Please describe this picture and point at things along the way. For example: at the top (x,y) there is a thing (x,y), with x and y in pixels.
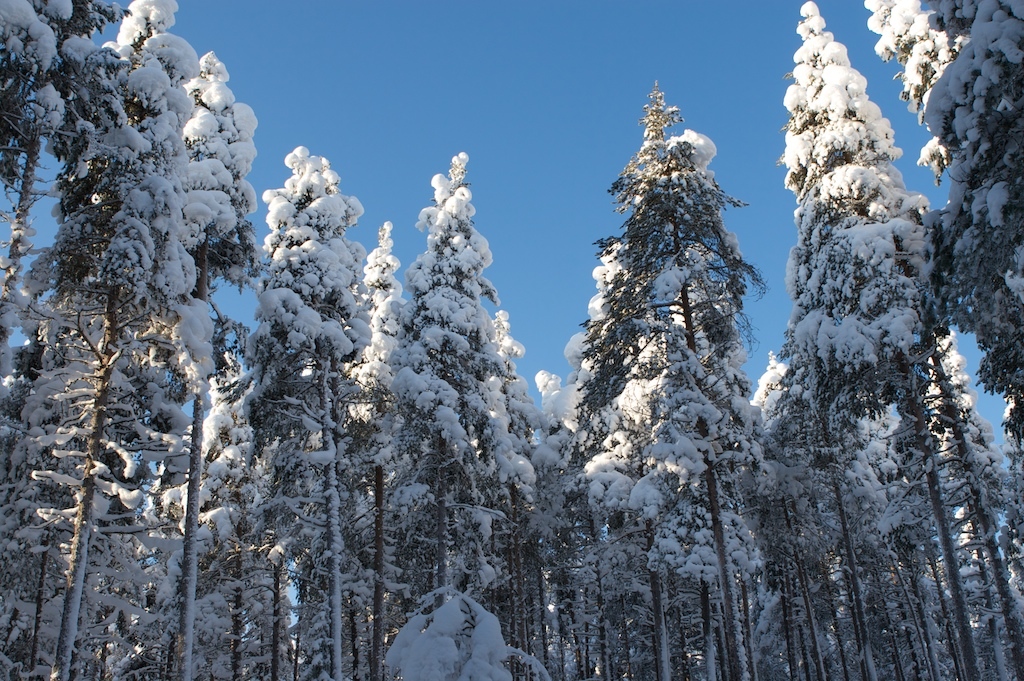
In the picture I can see the trees (118,321) and there is a snow (150,329) on the trees (239,283). The sky (557,127) is clear blue.
